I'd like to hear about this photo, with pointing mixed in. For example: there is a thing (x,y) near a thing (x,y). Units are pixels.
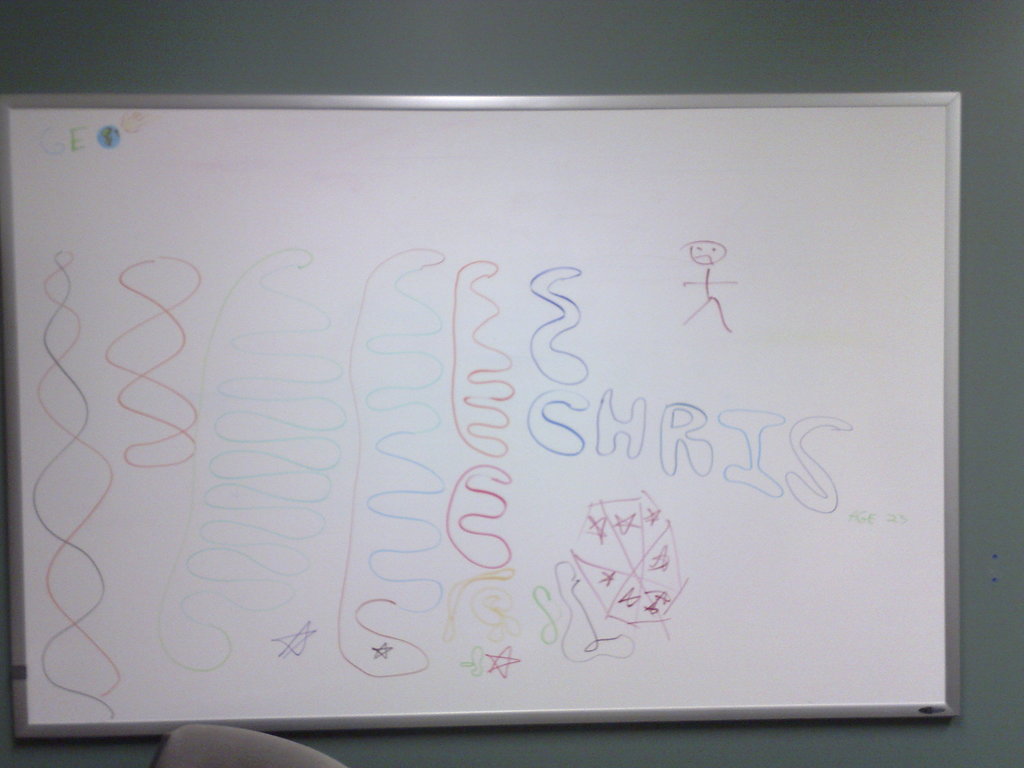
In this picture I can see there is a white color board (437,394) and there is something written on it. There is a chair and the board (685,146) is attached to the wall (753,753).
